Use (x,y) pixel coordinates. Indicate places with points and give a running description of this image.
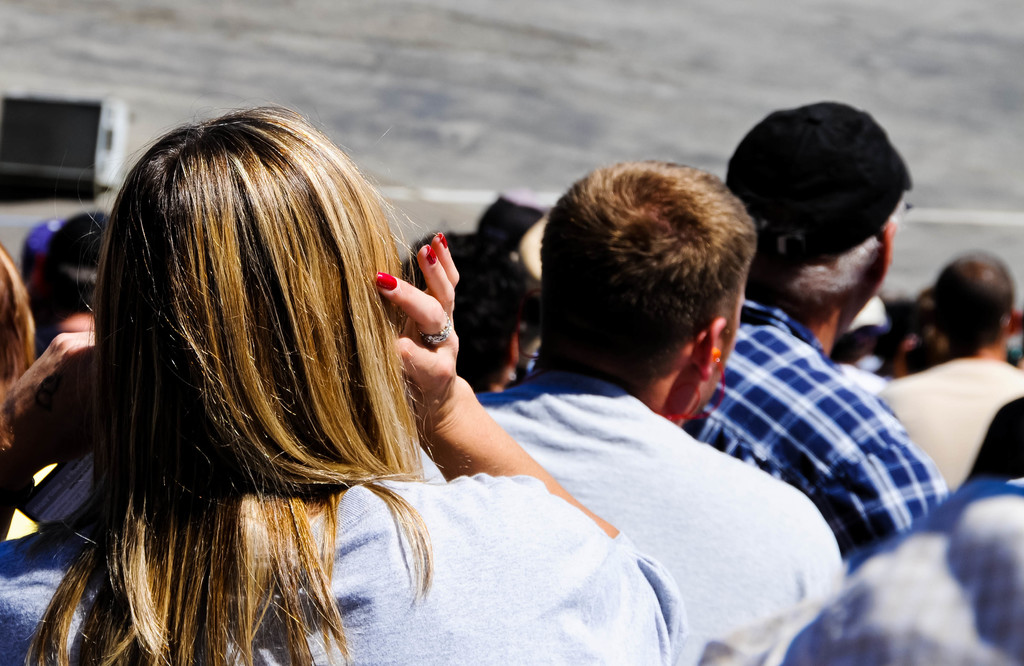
In this picture I can observe some people (516,349). I can observe a woman (289,334) on the left side (147,387). The background is blurred.
